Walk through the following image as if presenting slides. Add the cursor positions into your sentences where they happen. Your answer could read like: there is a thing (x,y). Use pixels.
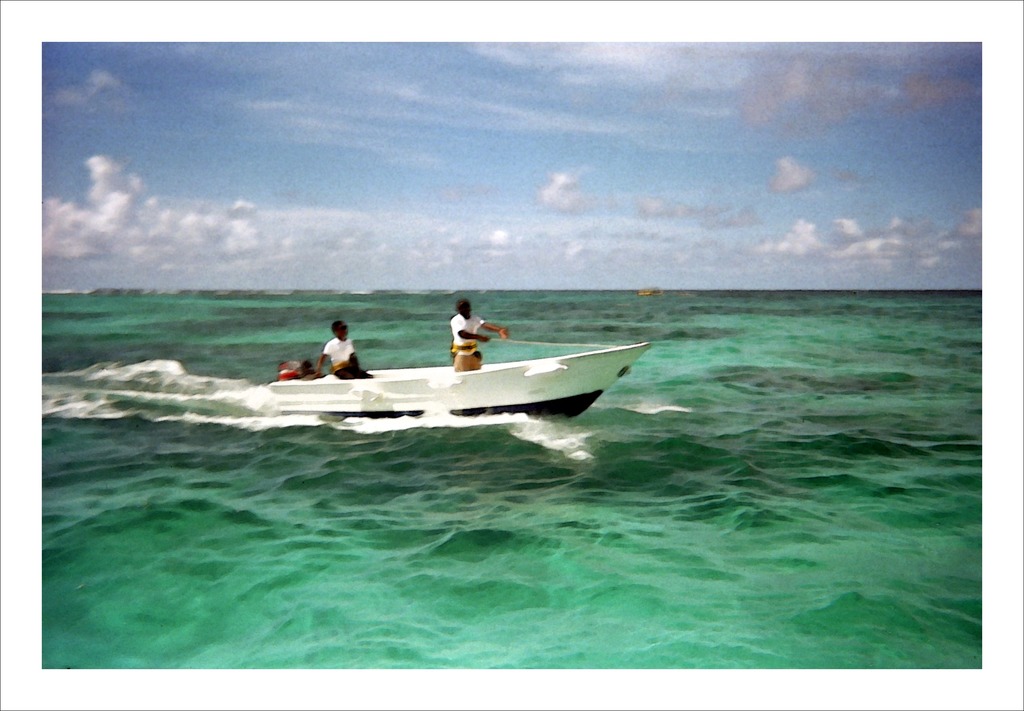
At the bottom (417,523) there is an ocean (442,522). In the middle of the image (480,340) I can see two persons (352,360) on the boat (341,386). One person (340,366) is sitting and one person (471,328) is standing. At the top of the image (281,161) I can see the sky (236,192) and clouds (193,224).
